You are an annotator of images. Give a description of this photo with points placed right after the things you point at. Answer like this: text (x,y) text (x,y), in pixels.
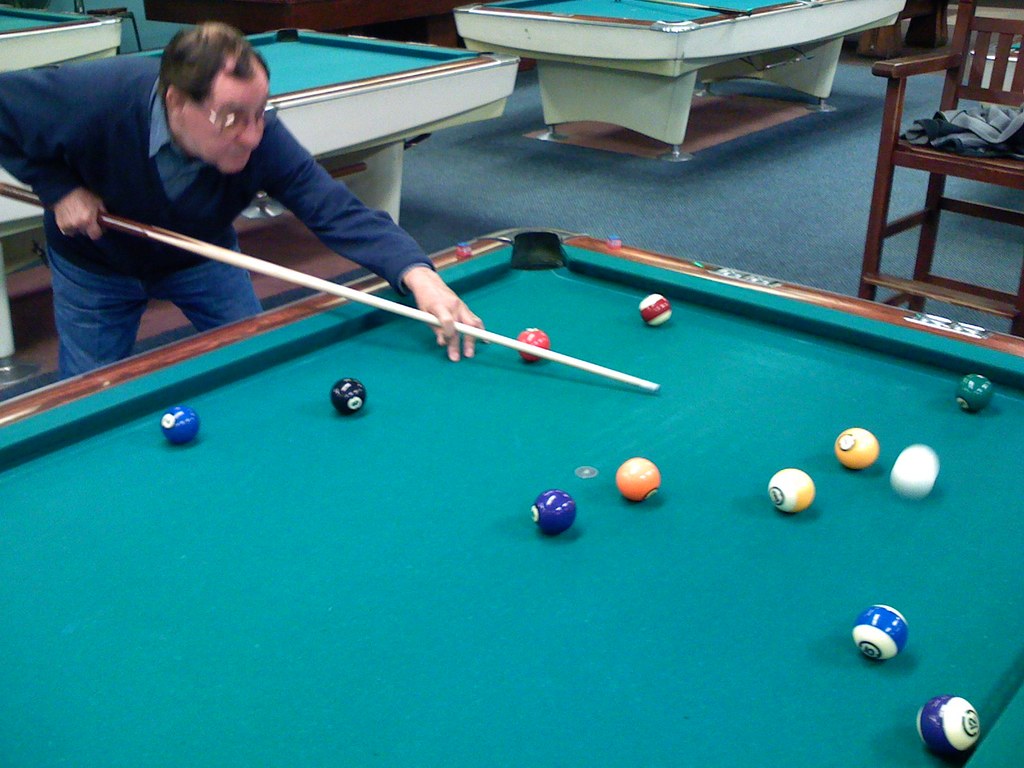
There are lot of snooker tables (797,13) in a room (280,253), in front of the first table (359,340) a man (214,277) is playing the game beside that table (436,351) there is a chair (956,36) and there is a jacket (1014,110) on the chair (946,88).
